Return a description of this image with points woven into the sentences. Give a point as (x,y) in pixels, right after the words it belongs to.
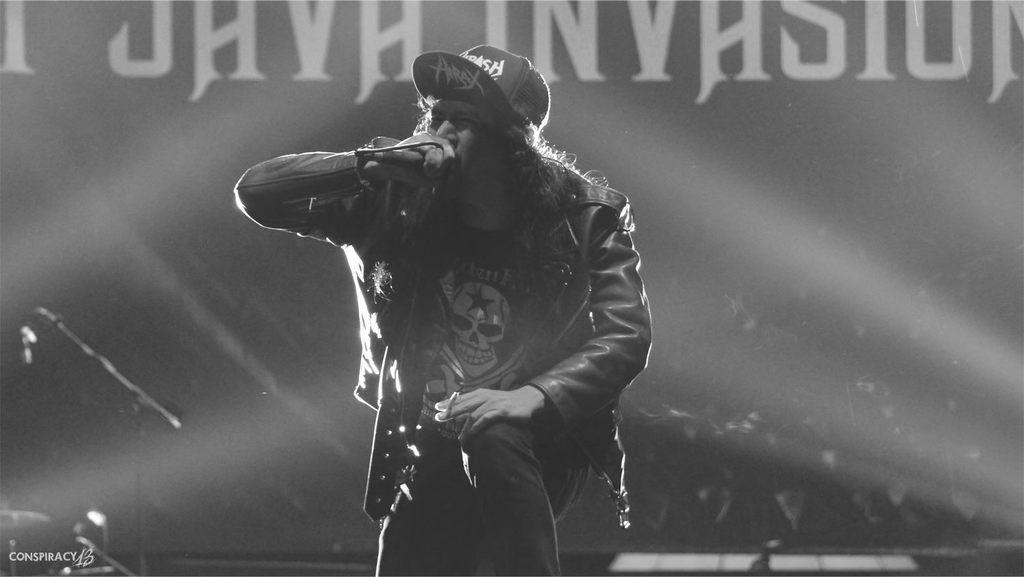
In this image, in the middle (546,367) we can see a man (532,313) standing, he is wearing a hat (417,81). In the background (925,86), we can see a curtain (570,88) and we can see some text (788,40) on the curtain (450,45).
